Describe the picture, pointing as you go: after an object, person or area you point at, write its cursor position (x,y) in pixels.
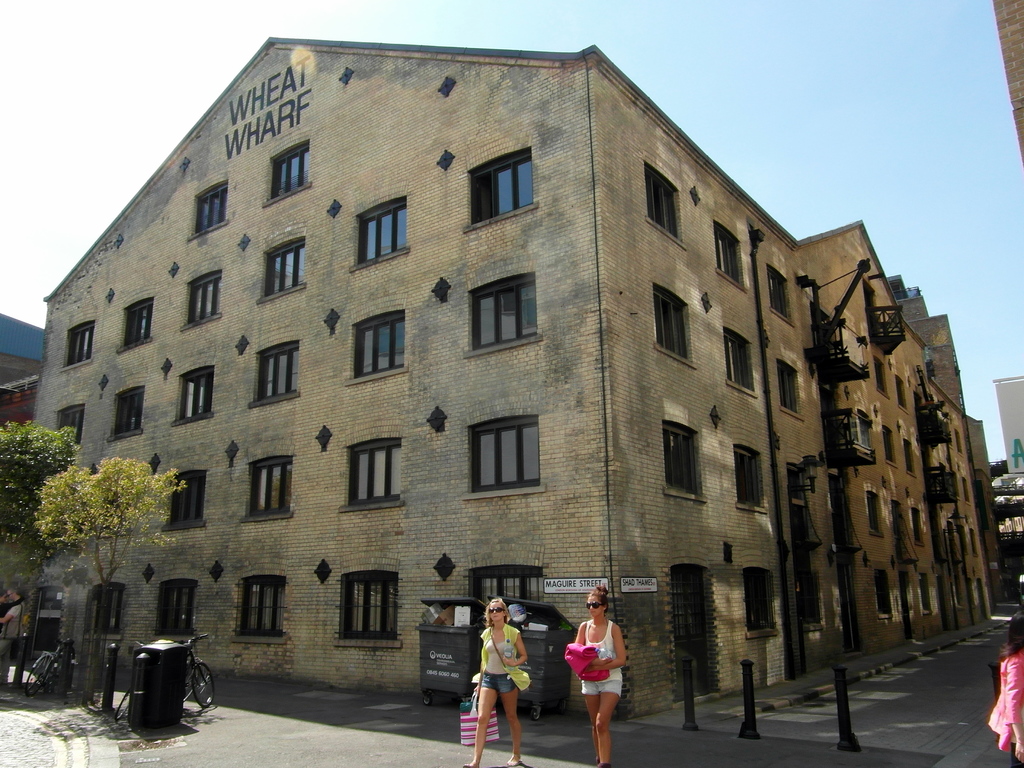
In this image I can see four persons (504,660) on the road (413,709), bicycles (210,679), poles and trees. In the background (408,401) I can see buildings (492,421) and windows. At the top (605,37) I can see the sky (704,24). This image is taken may be on the outskirts during a day.
